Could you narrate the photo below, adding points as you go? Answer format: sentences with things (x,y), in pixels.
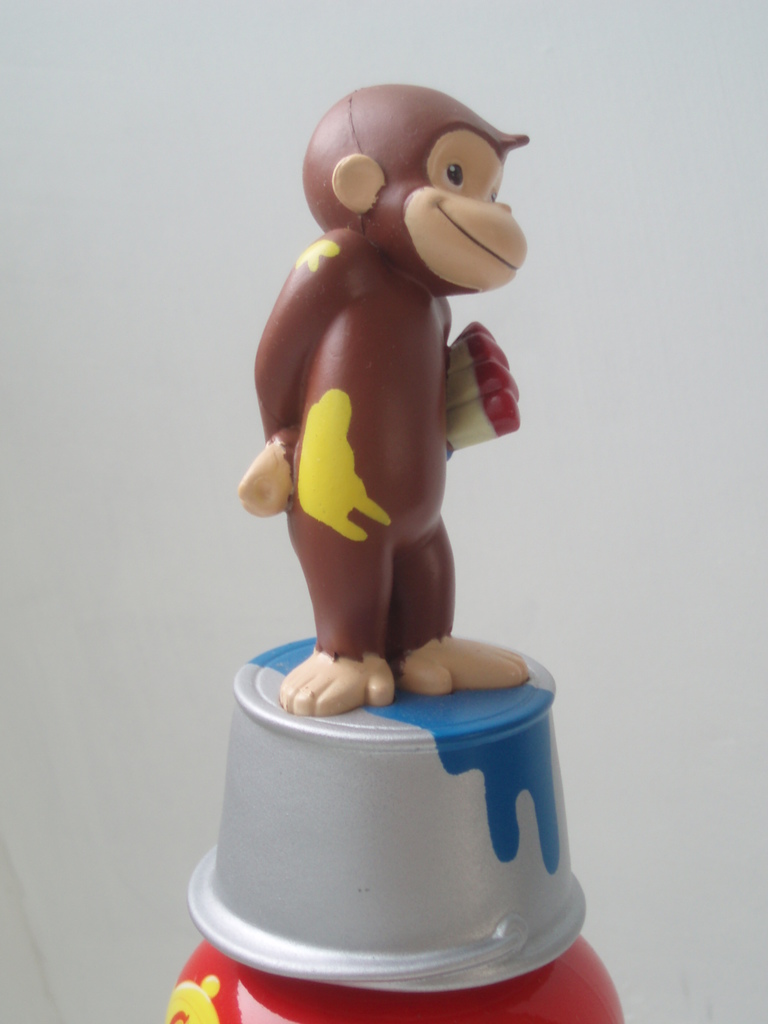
In front of the image there is a toy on some object (459,873). In the background of the image (296,41) there is a wall (296,41).
